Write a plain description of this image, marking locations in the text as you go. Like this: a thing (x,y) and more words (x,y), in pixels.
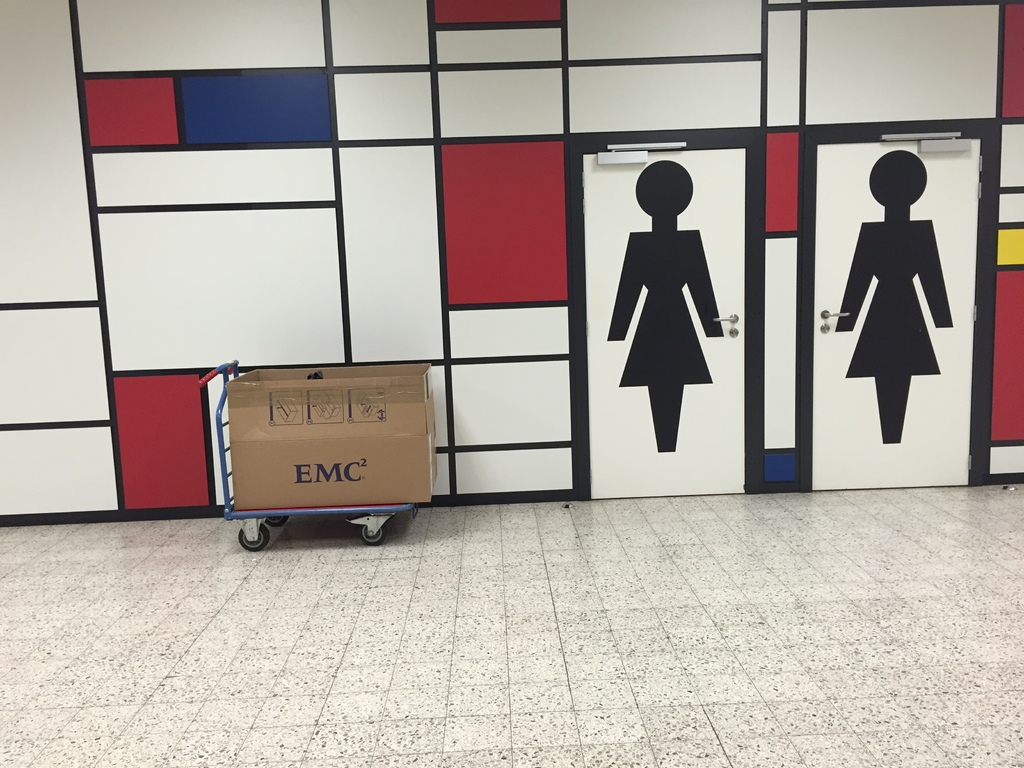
This image is taken indoors. At the bottom of the image (182,656) there is a floor (637,631). In the background (498,84) there is a wall (270,227) with paintings (183,406) and doors (743,373). In the middle of the image (418,481) there is a trolley (225,377) with a cardboard box (339,478) on it.
